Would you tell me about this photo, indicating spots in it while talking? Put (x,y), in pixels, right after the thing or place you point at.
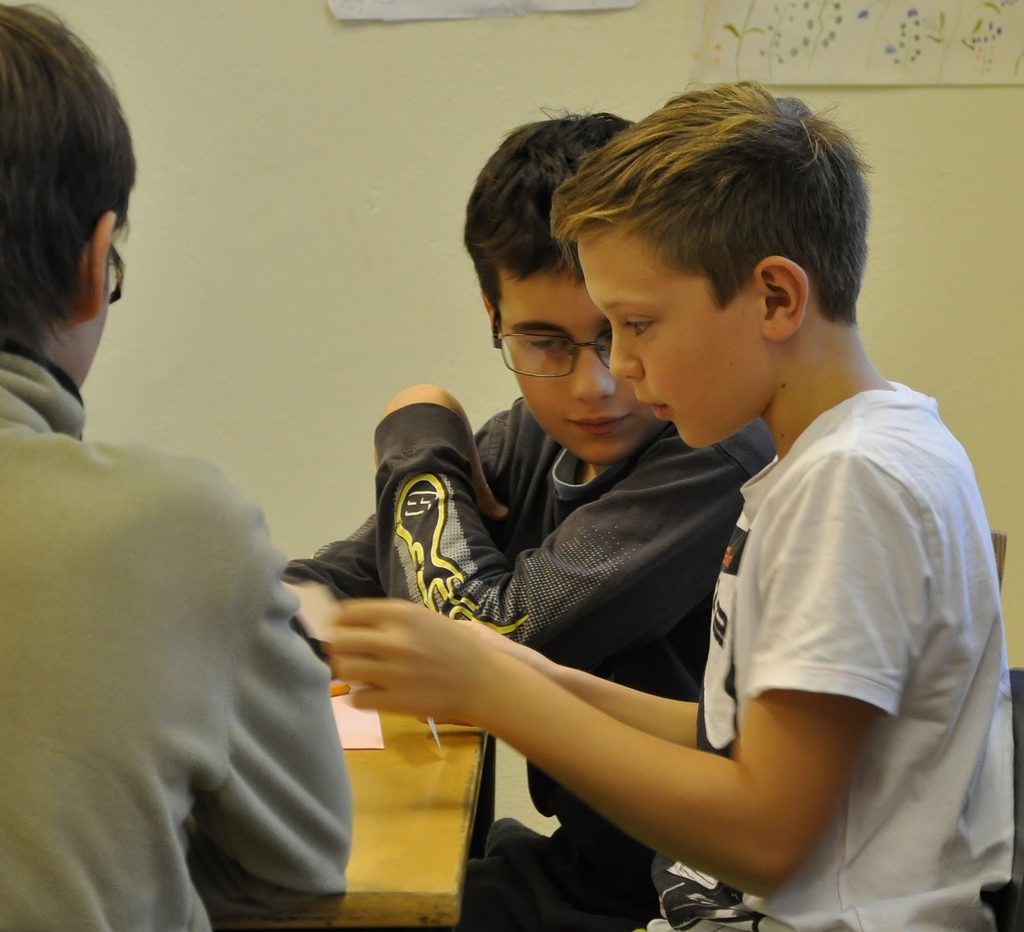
In this image, there are a few people (603,387). Among them, a person (760,240) is holding some object (325,615). We can see the wall (265,304) with some posters (892,21). We can also see some wooden object (412,835).
